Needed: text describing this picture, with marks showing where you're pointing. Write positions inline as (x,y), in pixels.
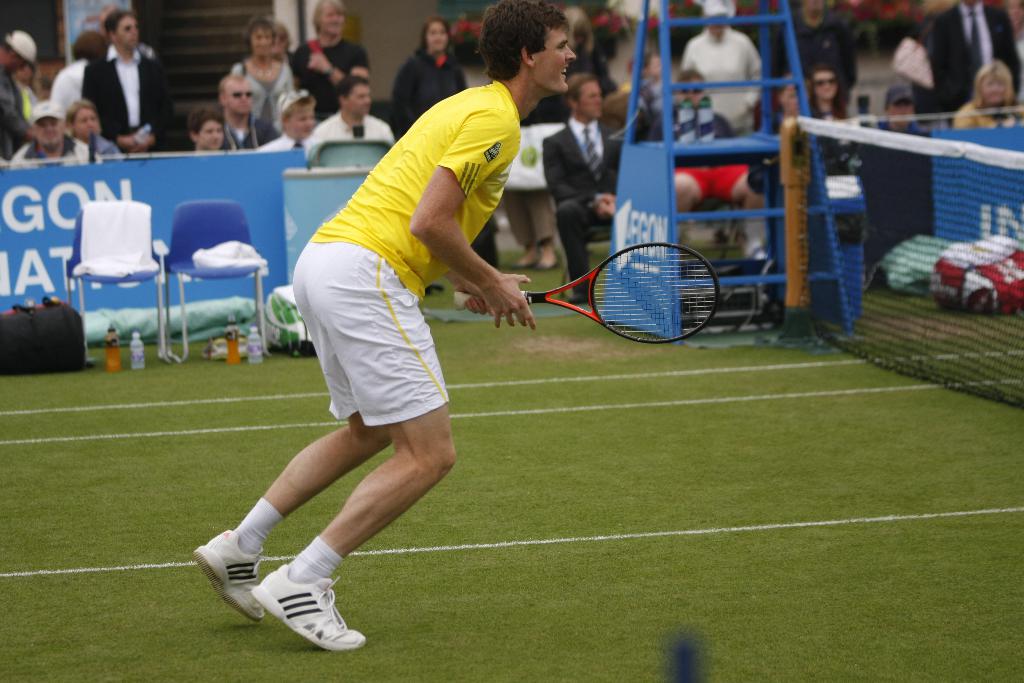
In this picture there is a man (387,274) holding a tennis racket (595,308) in his hand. There is a net (894,216). There is a chair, cloth (250,260), bottle (232,355), bag (55,320). There are few people (201,122) at the background (967,32). There is a ladder (743,146).
